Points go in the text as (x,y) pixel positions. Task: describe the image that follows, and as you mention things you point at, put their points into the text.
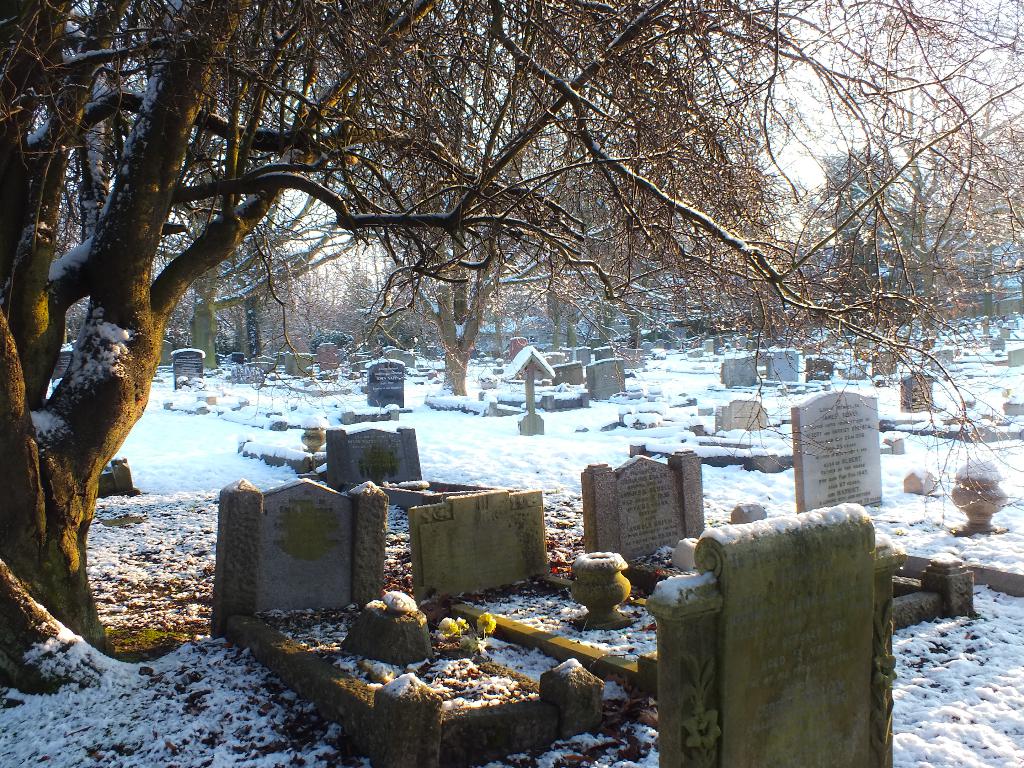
In this image there is a graveyard (603,441). On the left side of the image (107,319) there is a tree (649,242).
